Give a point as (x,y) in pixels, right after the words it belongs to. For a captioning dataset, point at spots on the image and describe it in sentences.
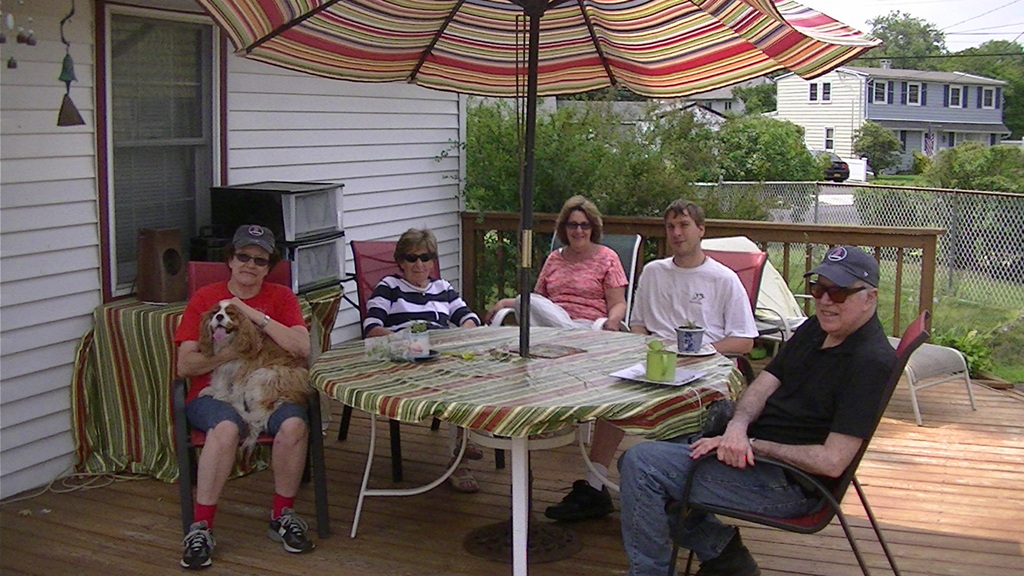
In this image, there are five people (643,293) sitting on the chairs (773,458) under an umbrella (603,47). The person (281,436) on the left side (287,339) is holding a dog (287,375). In front of the people (599,269), there is a table (429,377) with few objects (650,376) on it. In the background (676,165), I can see the trees (653,164), a vehicle (842,177), buildings (830,129), plants (693,171), fence (969,253) and the sky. On the left side of the image (154,362), I can see few objects (167,288) and a window (194,64).
